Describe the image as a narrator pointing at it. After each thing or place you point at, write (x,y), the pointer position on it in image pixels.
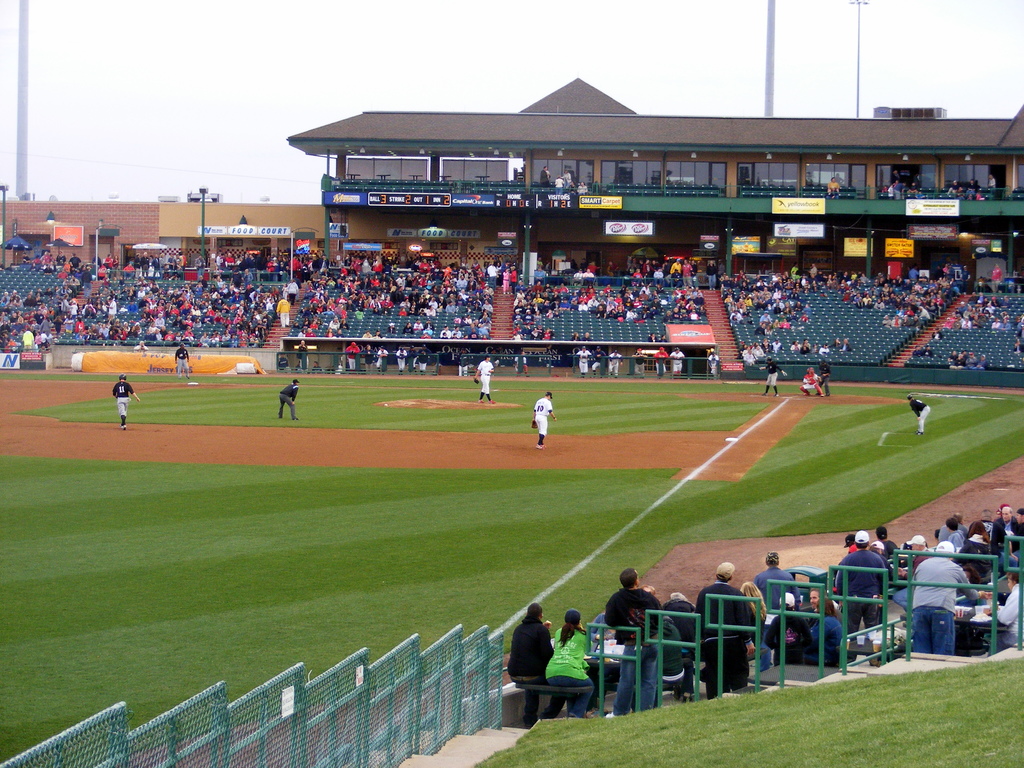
In the picture we can see a playground (127,478) with some parts of green color mat (945,438) and some people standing on it with sports wear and behind them we can see full of chairs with audience (865,300) sitting in it and behind them we can see a building (372,160) with glass windows (385,160) to it and behind it we can see some poles (23,103) and sky (243,179).
